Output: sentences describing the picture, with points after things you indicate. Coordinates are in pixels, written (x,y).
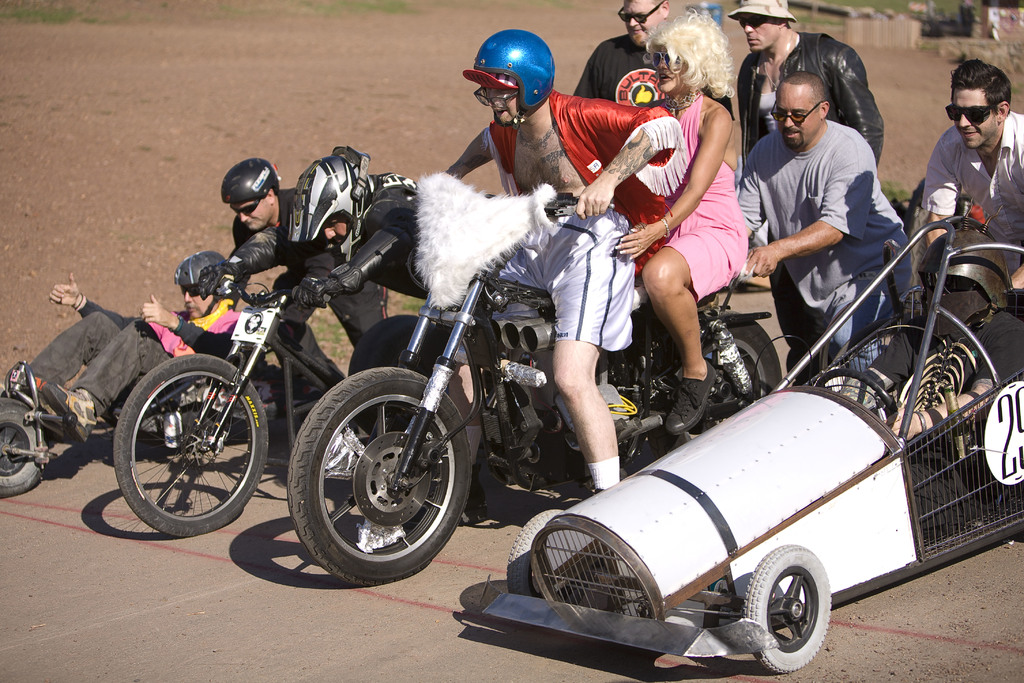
As we can see in the image there are few people (564,165) sitting and standing. Two of them are sitting on motorcycle (456,365) and one man (325,310) is riding bicycle (289,350).
